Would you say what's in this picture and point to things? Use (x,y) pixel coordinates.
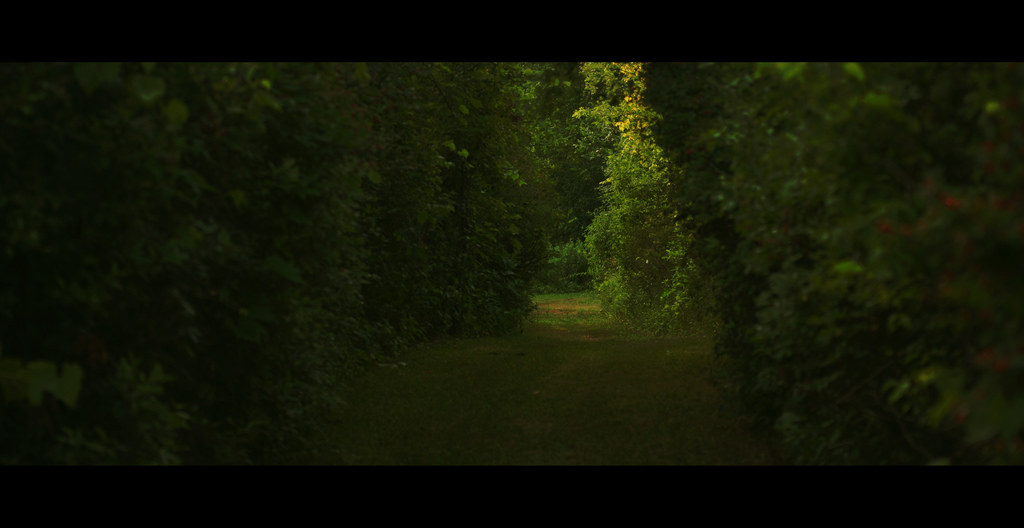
In the center of the picture (541,338) it is path (616,383). On the right (697,174) there are trees (750,131). On the left (255,162) there are trees (486,182). In the background (537,170) there are trees (569,177).
